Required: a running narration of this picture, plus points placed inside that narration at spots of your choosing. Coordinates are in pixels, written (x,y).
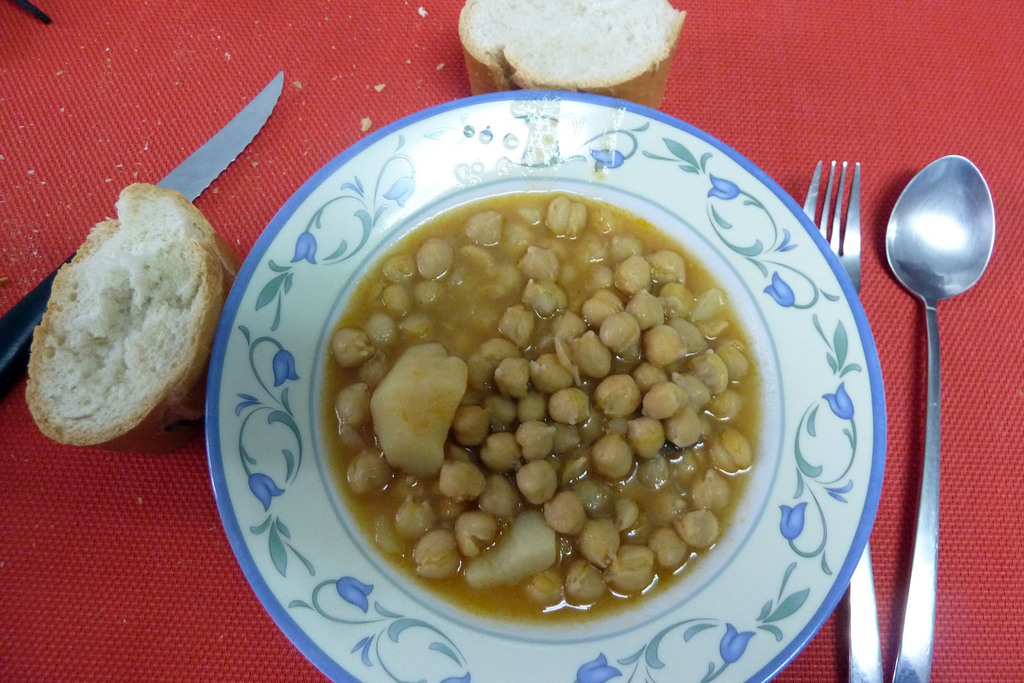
In this image in the center (483,244) there is one plate (735,536) in the plate (793,405) there are some food (555,344), and beside the plate (805,396) there is one spoon (917,267), fork (857,229), buns (556,42) and one knife (185,166).
